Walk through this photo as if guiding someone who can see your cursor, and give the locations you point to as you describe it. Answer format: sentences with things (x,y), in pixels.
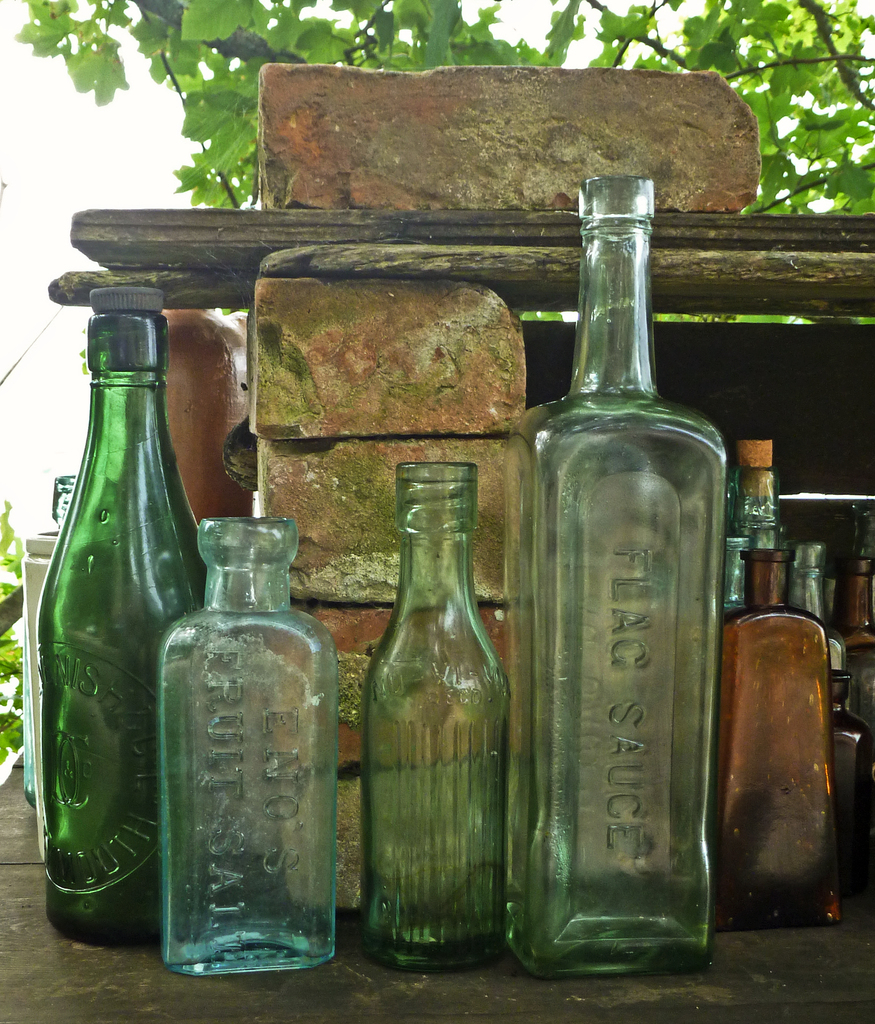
In this picture there are empty glass bottles (214,791) which are placed in front of the bricks (282,291) and there is a log (241,251) which is placed above the bricks (313,527), there is a tree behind the bottles (137,478).
